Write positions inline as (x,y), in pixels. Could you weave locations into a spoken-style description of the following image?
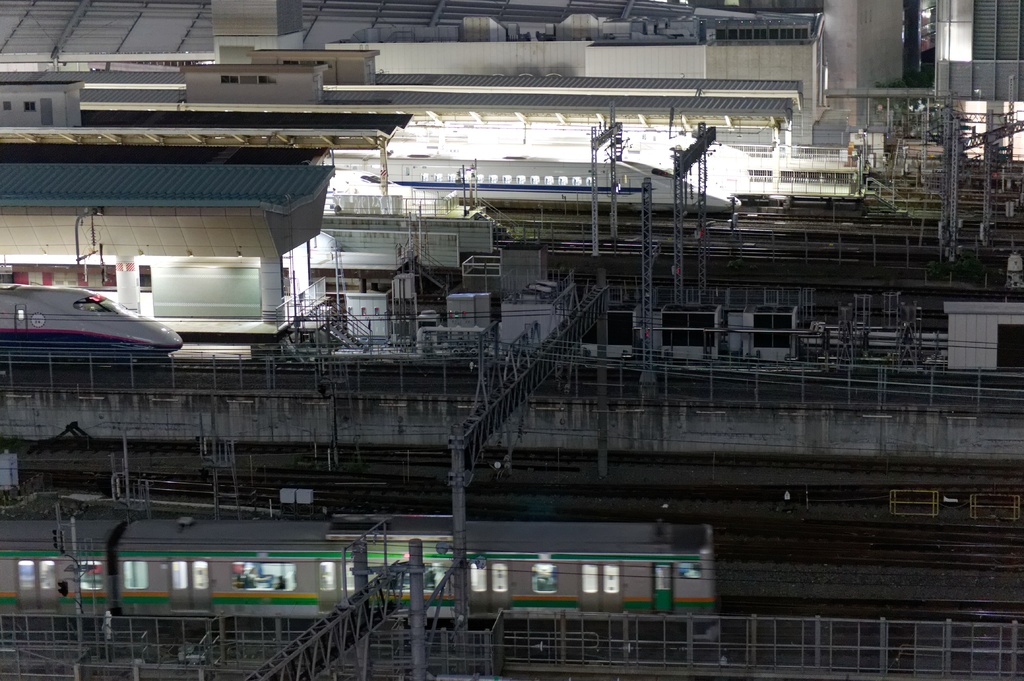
This image is taken at a train station (20,494). There are three trains (640,553) in the image. There are railway tracks (545,452) and there are electric poles (576,327) and wires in the image. At the background of the image (351,170) there is a train (674,209) and a wall (881,62).
